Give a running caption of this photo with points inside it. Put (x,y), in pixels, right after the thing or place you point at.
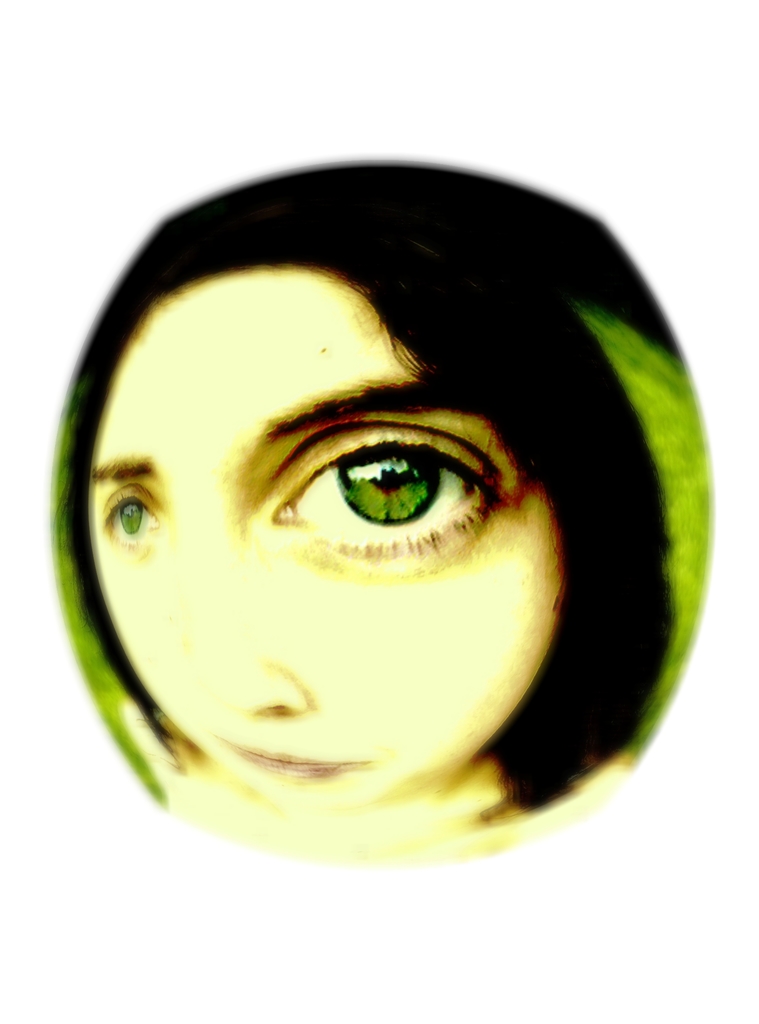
This picture seems to be an edited image. In the center (481,676) we can see a person (282,603) and some object (77,631), the background of the image (38,109) is white in color.
